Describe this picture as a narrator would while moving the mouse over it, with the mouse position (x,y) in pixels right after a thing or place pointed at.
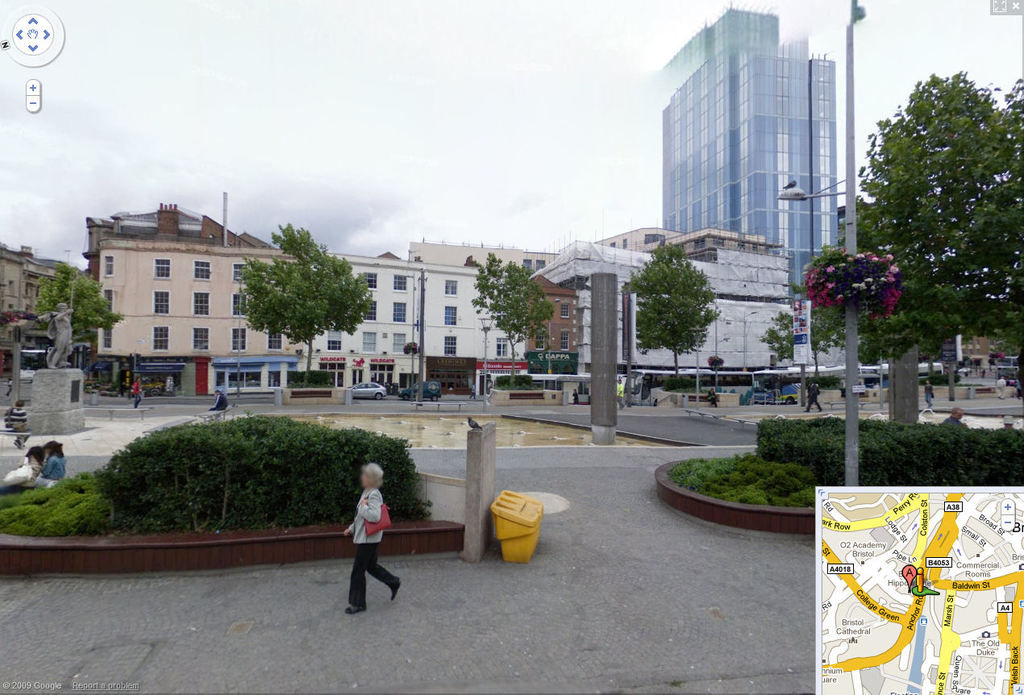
In this picture we can observe a person (365,535) walking. On the right side (898,572) we can observe a map (877,584). There is yellow color trash bin (515,531). We can observe some plants (224,457) here. There is a pole (852,109) on the right side (847,441). In the background (844,86) there are trees (479,307), buildings (459,292) and a sky (455,135) with some clouds (465,137).
